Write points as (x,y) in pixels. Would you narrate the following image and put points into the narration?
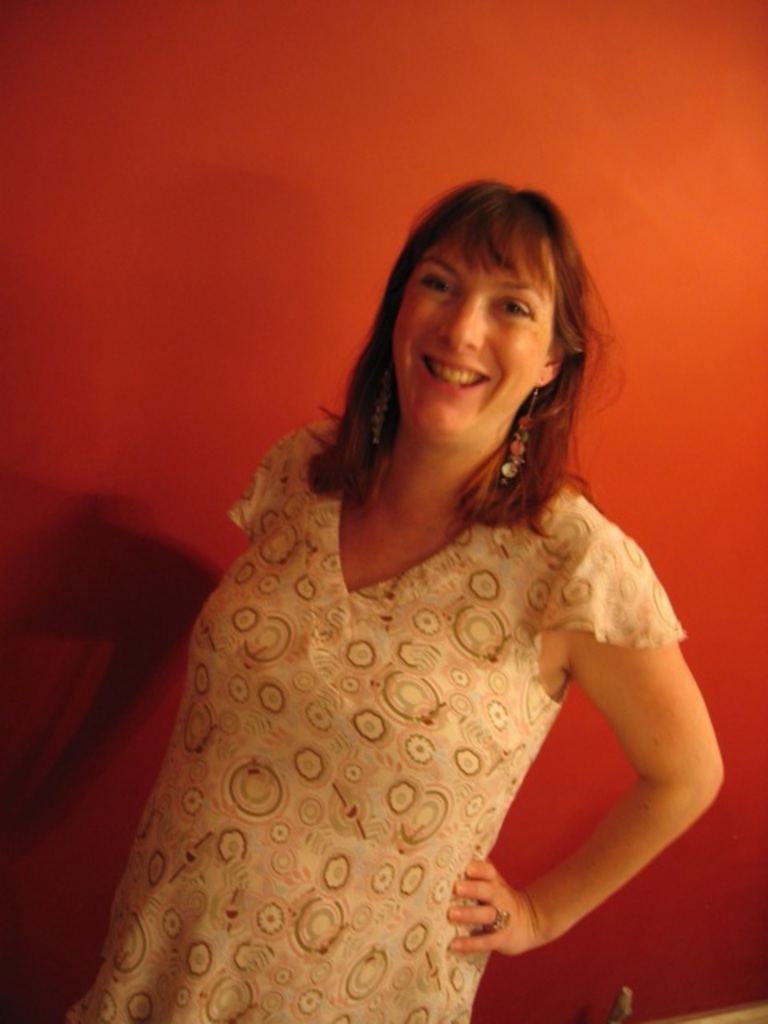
In the center of the image (265,511) there is a lady (457,586). In the background of the image (276,237) there is a wall (364,132).
